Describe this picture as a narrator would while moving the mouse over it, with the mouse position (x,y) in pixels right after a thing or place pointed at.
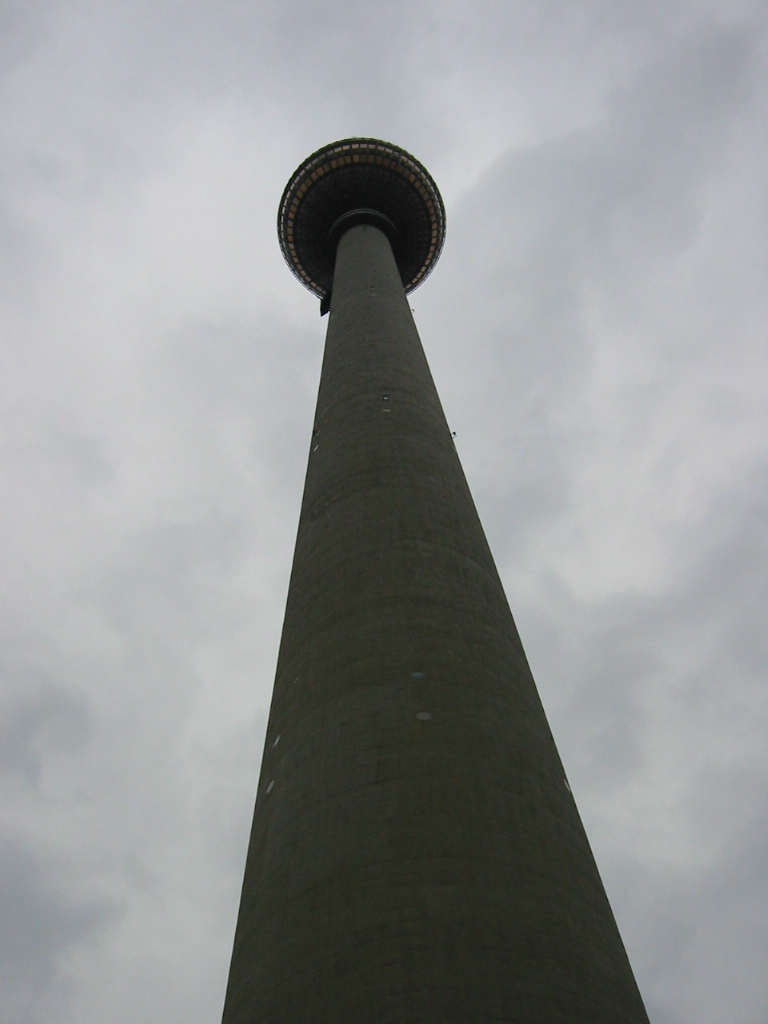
In the middle of this image (341,438), we can see there is a tower (380,839). In the background (208,737), there are clouds (709,749) in the sky (632,772).
